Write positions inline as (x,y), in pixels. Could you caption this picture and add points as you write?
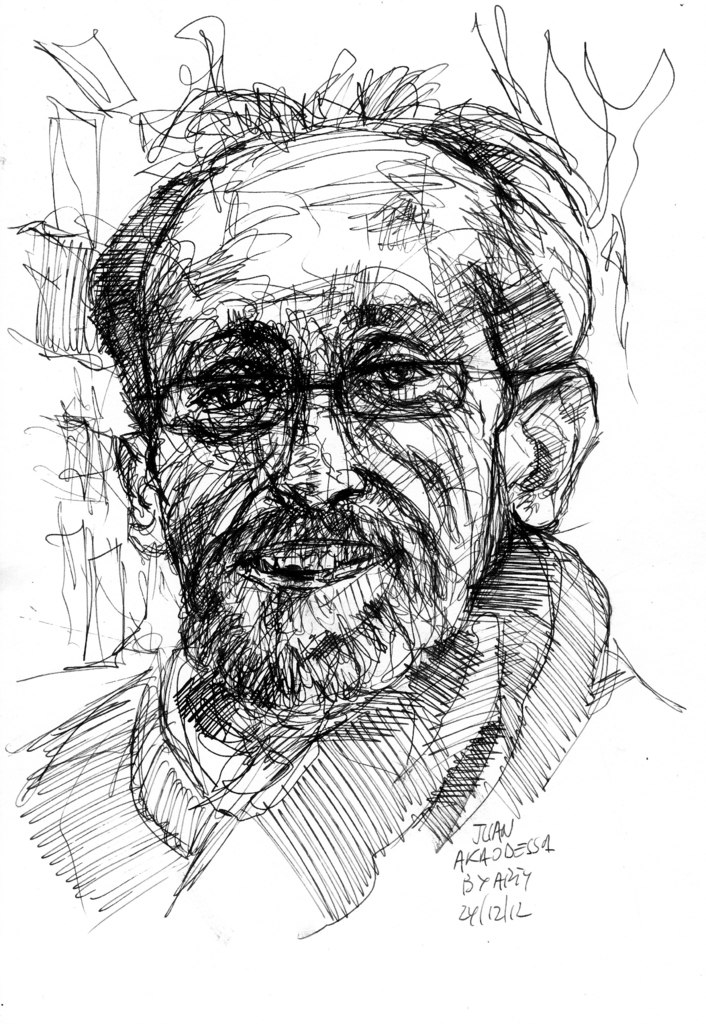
In this picture we can see drawing (172,740) of a man (373,579) and we can see text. In the background of the image (357,69) it is white.
